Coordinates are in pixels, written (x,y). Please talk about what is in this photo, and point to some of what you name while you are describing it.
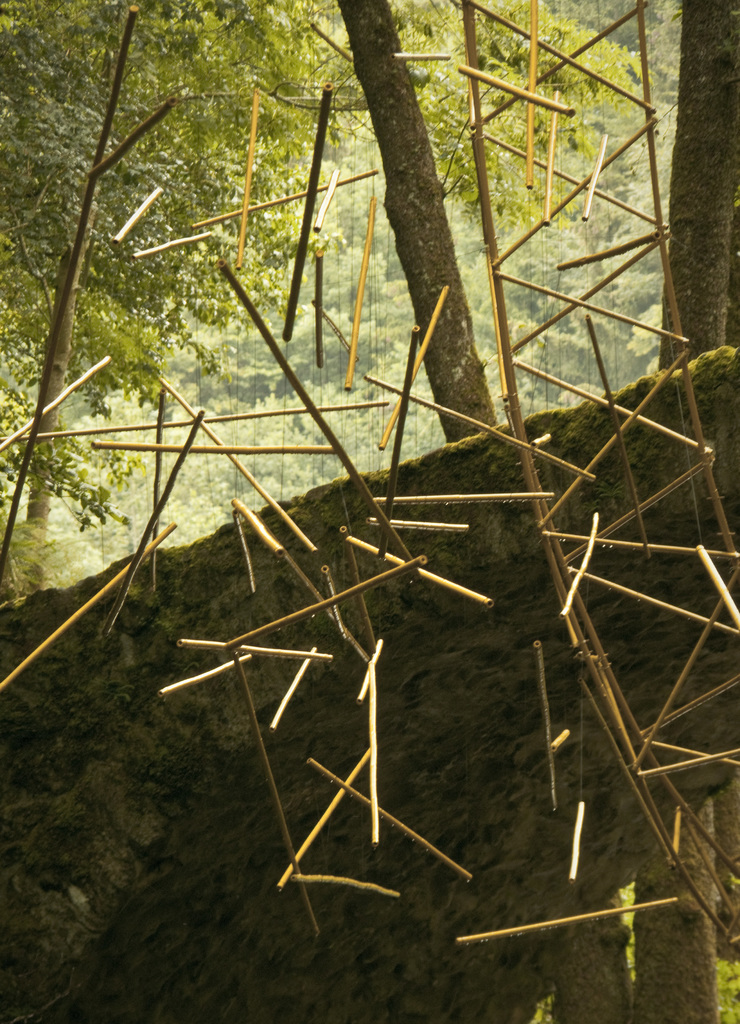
In this image I can see few sticks (722,581) are hanging. Behind there is a rock (104,796). In the background (171,118) there are many trees (378,222).
